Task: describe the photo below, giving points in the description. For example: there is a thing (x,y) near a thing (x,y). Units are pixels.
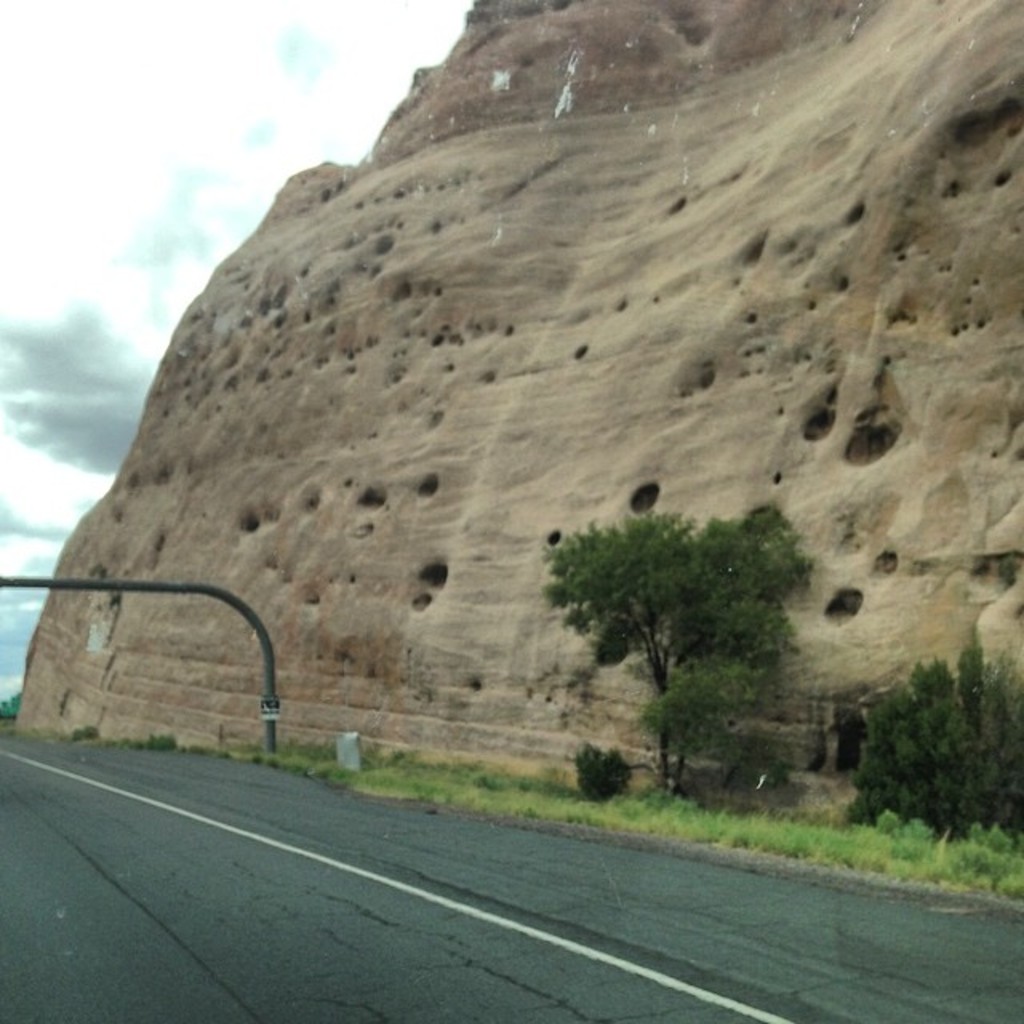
We can see road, grass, trees (898,752) and rod (137,590) and we can see rock (336,617). In the background (141,363) we can see sky (62,467) with clouds (8,543).
